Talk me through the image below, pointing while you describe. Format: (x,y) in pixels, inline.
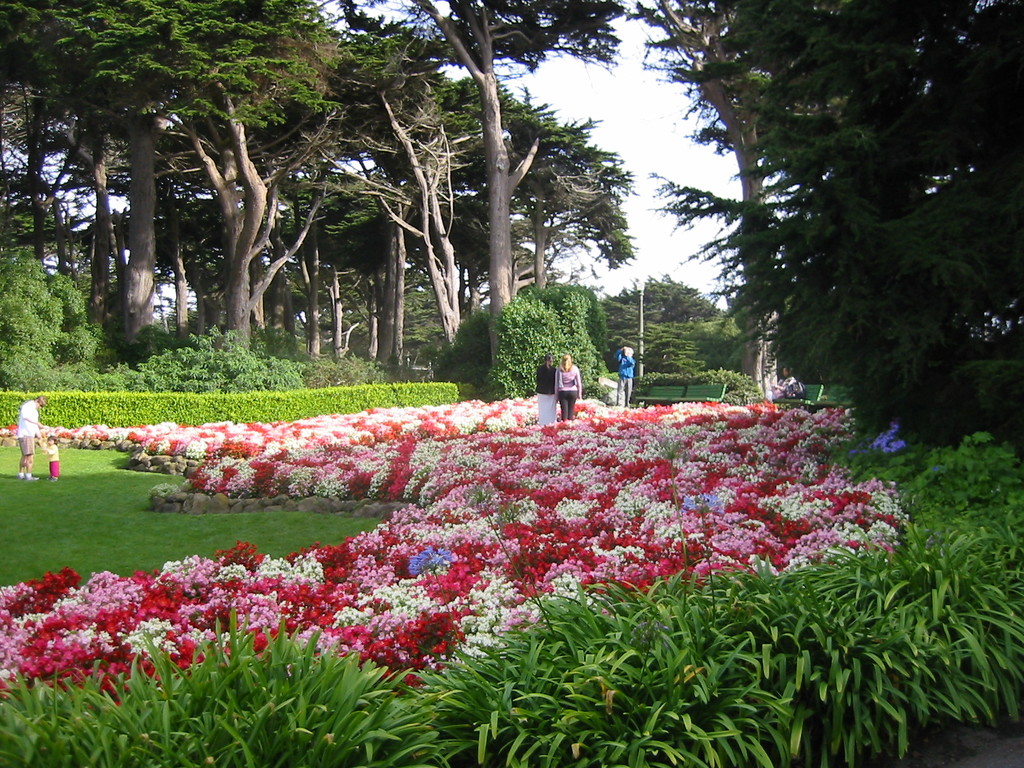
In this image there is a beautiful garden (464,565) of flowers (464,565), plants (742,600) and trees (798,350) also there are some people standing on the grass (6,457).
